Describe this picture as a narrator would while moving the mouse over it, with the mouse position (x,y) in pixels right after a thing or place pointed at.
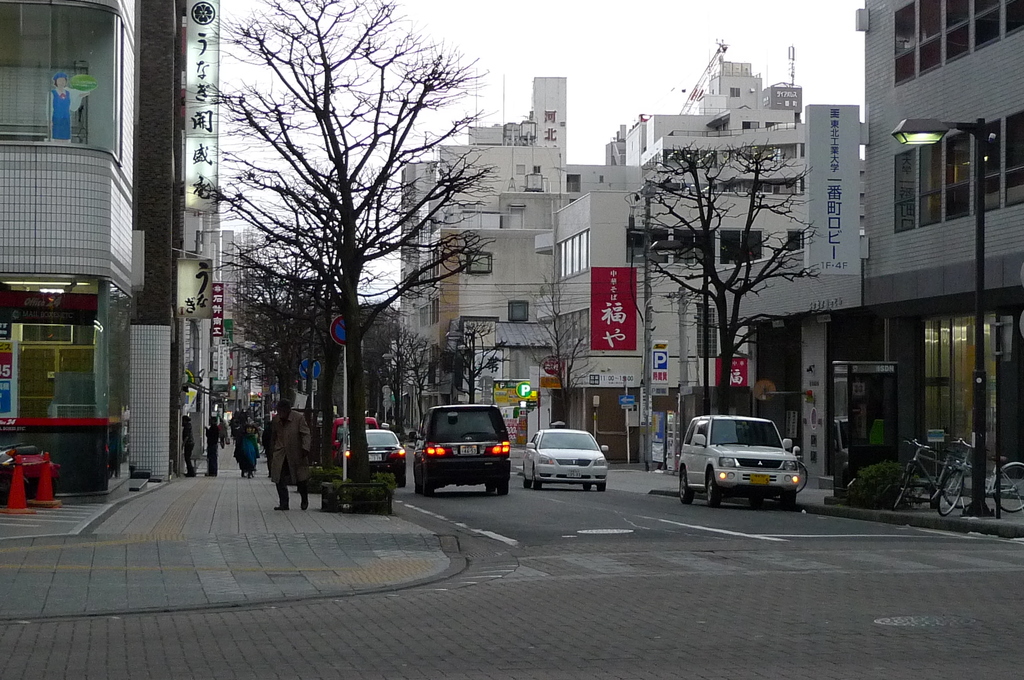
In this picture I can see many buildings (446,284) and trees (347,243). In the center (486,440) I can see some cars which is parked near to the trees (317,396). In the bottom left (47,465) I can see the traffic cones (18,498). At the top (638,11) I can see the sky (624,11).
